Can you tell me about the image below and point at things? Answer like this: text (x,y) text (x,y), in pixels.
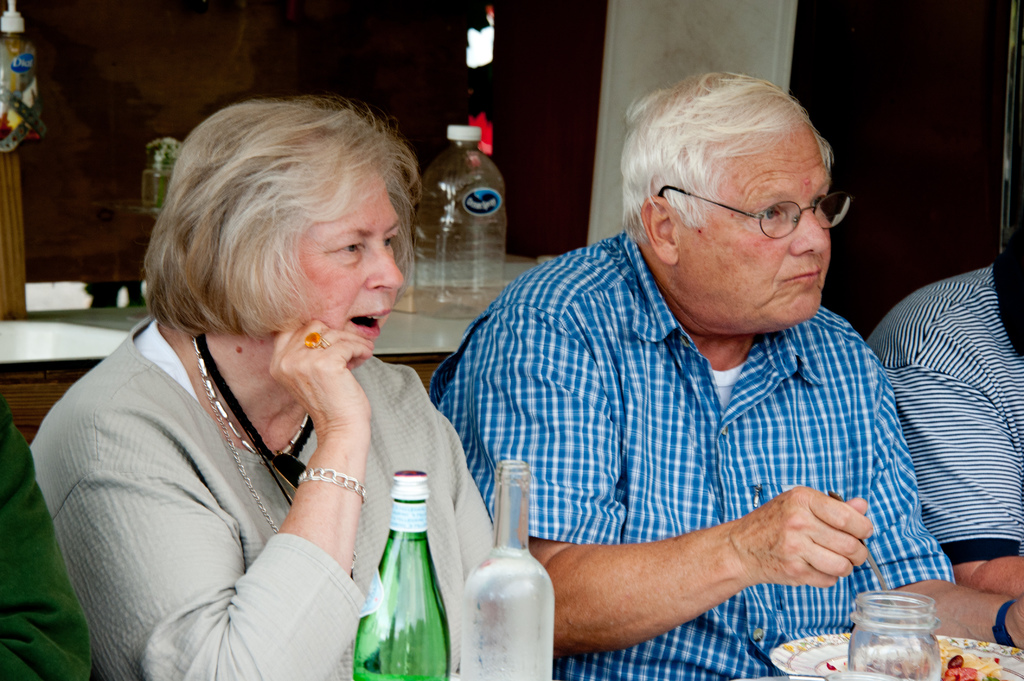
In this picture we can see three persons (760,430). Here we can see two bottles (535,627) and a plate (965,661). this is a food (961,670). This is a jar (936,642). This man (882,558) is holding a spoon (875,575) in his hand (864,531). Here we can see one woman (253,339) with an expression aww. On the background (468,265) we can see a bottle (481,250) on the table (445,319).
